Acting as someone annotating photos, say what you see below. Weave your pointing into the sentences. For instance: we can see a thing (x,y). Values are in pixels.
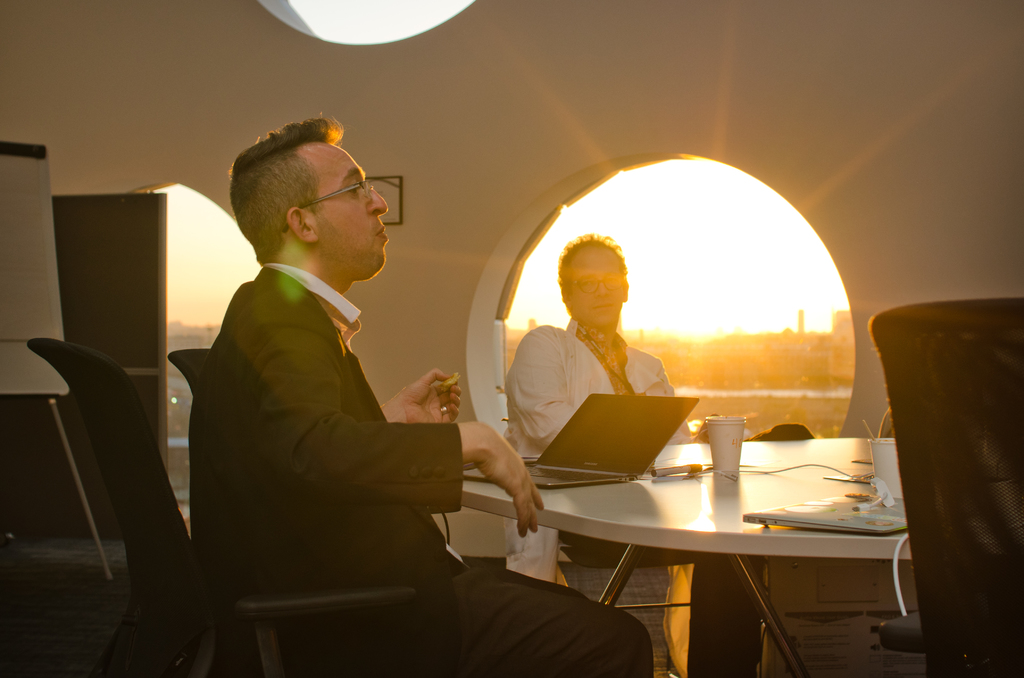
In the given image we can see two person (318,296) sitting on chair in front of them there is a table (679,501) on which a glass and laptop (550,475) is placed.
